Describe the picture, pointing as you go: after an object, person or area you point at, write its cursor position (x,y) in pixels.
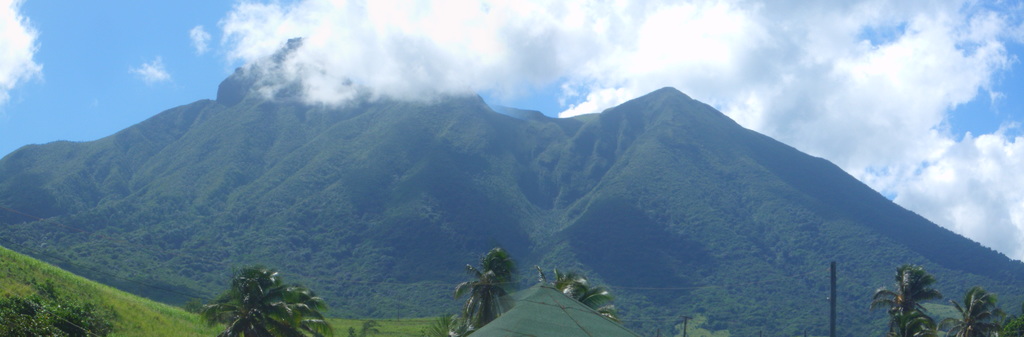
In this picture there is greenery (724,263) in the image and there is sky (321,21) at the top side of the image (397,21).
